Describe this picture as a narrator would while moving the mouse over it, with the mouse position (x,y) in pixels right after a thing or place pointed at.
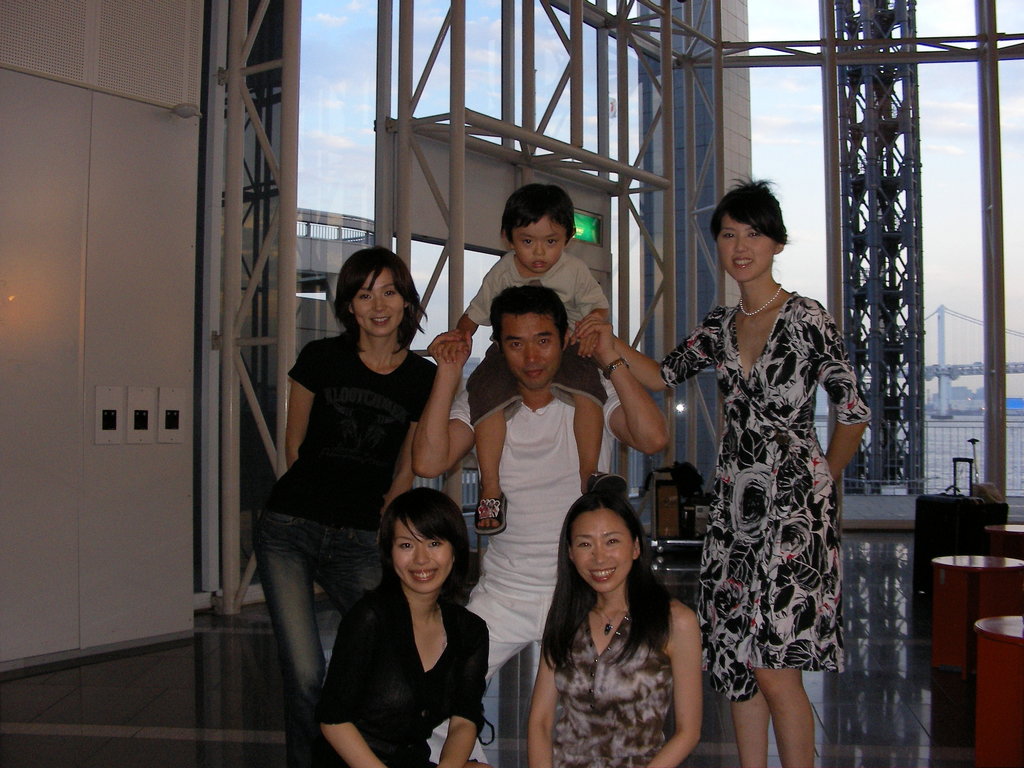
In this image I can see group of people (538,431). In front (525,506) the person (538,501) is wearing white color dress (539,515). In the background (664,239) I can see few poles (287,231), the railing (948,443), water (920,460) and the sky (796,107) is in blue and white color.
